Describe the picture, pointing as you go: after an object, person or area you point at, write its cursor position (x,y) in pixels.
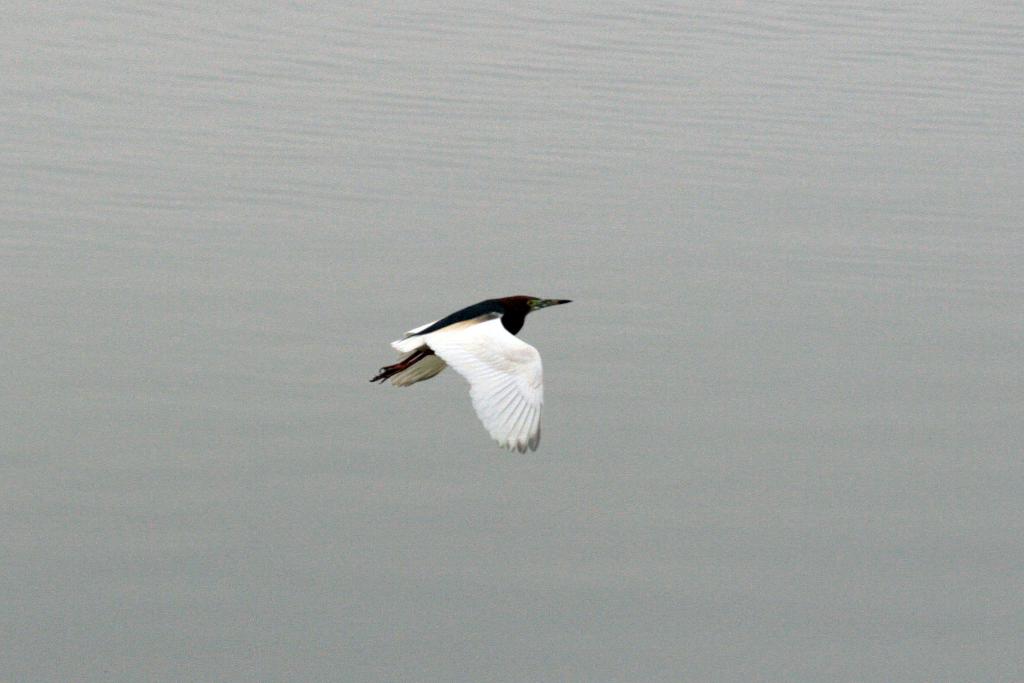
In this image, this is a bird (457,336) flying. In the background (108,333), I can see the water (369,268).
